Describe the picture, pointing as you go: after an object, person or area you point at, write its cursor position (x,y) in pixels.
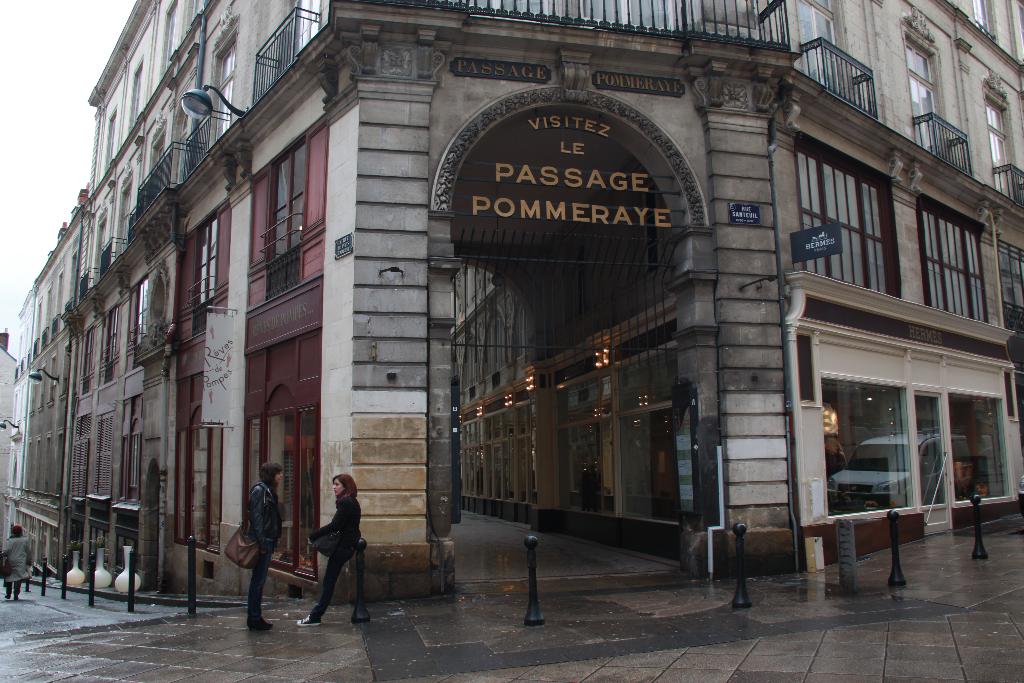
There are two persons (339,518) standing on the floor (315,638), near a pole (359,601) and building (312,62) which is having glass windows (600,503) and hoardings (795,256). There are poles (93,570) on the footpath (111,598). In the background (13,551), there is a person (7,557) walking on the footpath (22,592) and there is sky (53,121).
